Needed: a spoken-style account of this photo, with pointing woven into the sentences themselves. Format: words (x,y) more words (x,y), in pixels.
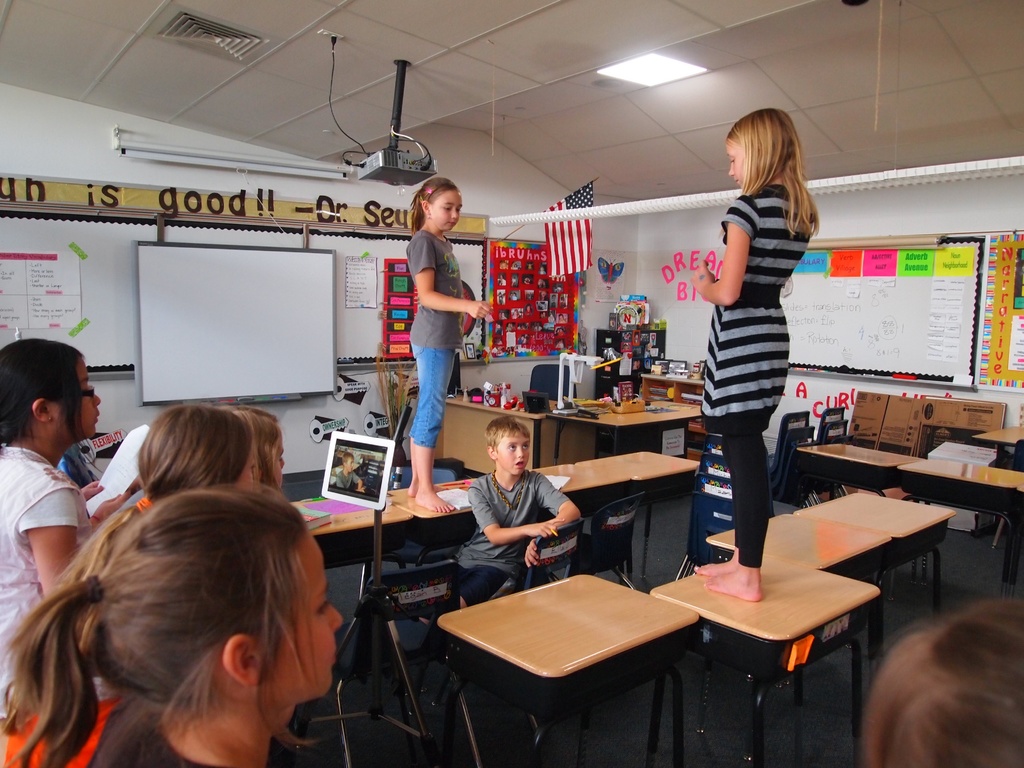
There are two girl (738,352) standing on a table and there are other people (123,526) who are watching them. This is a flag (566,247) and a projector (384,172), white screen (205,303). This is a light (616,66).
